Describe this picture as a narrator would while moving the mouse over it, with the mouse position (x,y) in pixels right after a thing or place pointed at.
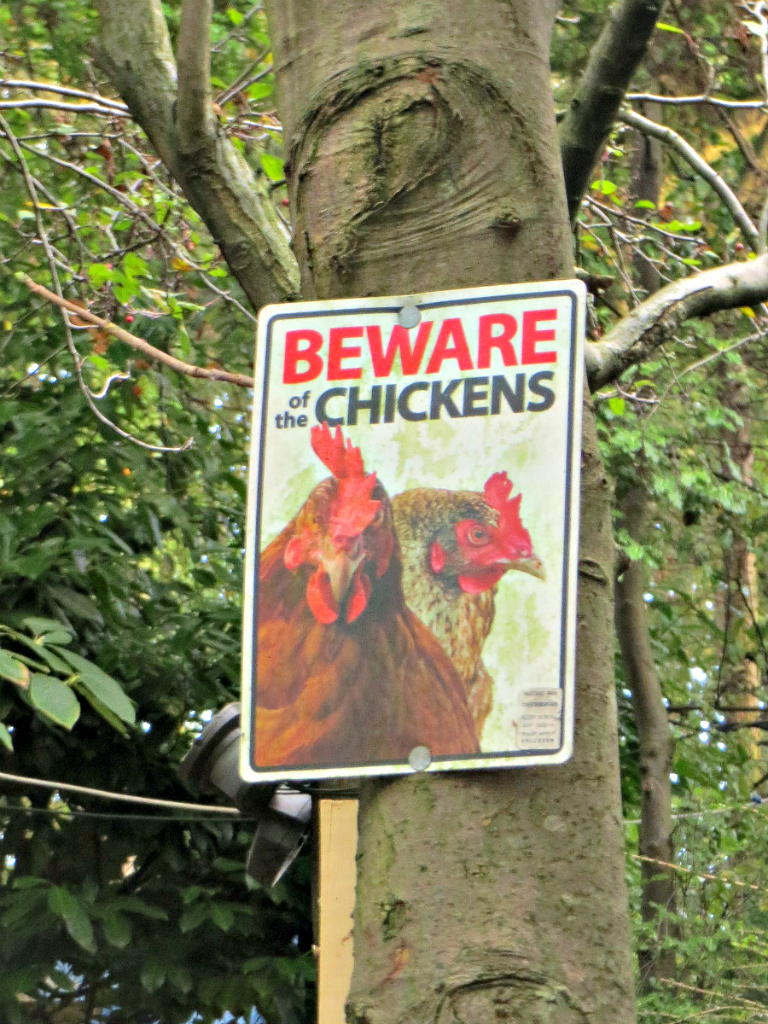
In the image in the center (456,624), we can see trees (474,242) and one banner (405,402). On the banner (327,537), it is written as "Beware Of The Chickens".
